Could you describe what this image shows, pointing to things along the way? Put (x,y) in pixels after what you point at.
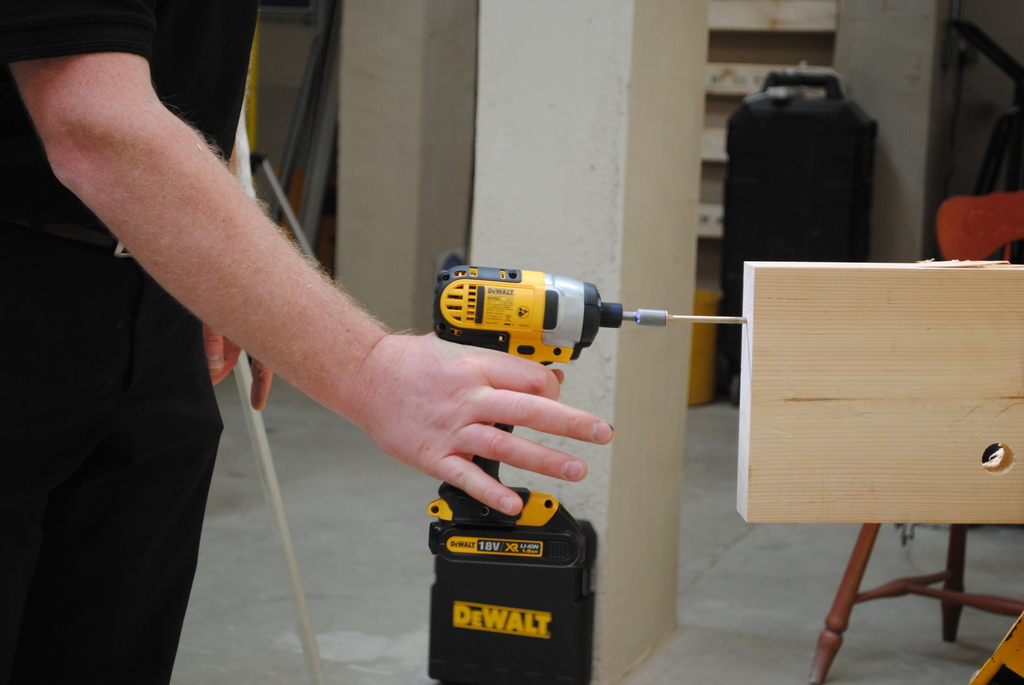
This picture is clicked inside. On the left corner (193,74) there is a person (195,332) holding a machine (562,352) and standing on the ground (889,562). On the right (989,285) we can see a wooden plank (856,491) and a chair (938,575) which is placed on the ground (792,633). In the center (624,295) there is a pillar (547,54). In the background (812,161) we can see there are some objects (770,156) placed on the ground (876,556) and we can see the wall (935,3).
